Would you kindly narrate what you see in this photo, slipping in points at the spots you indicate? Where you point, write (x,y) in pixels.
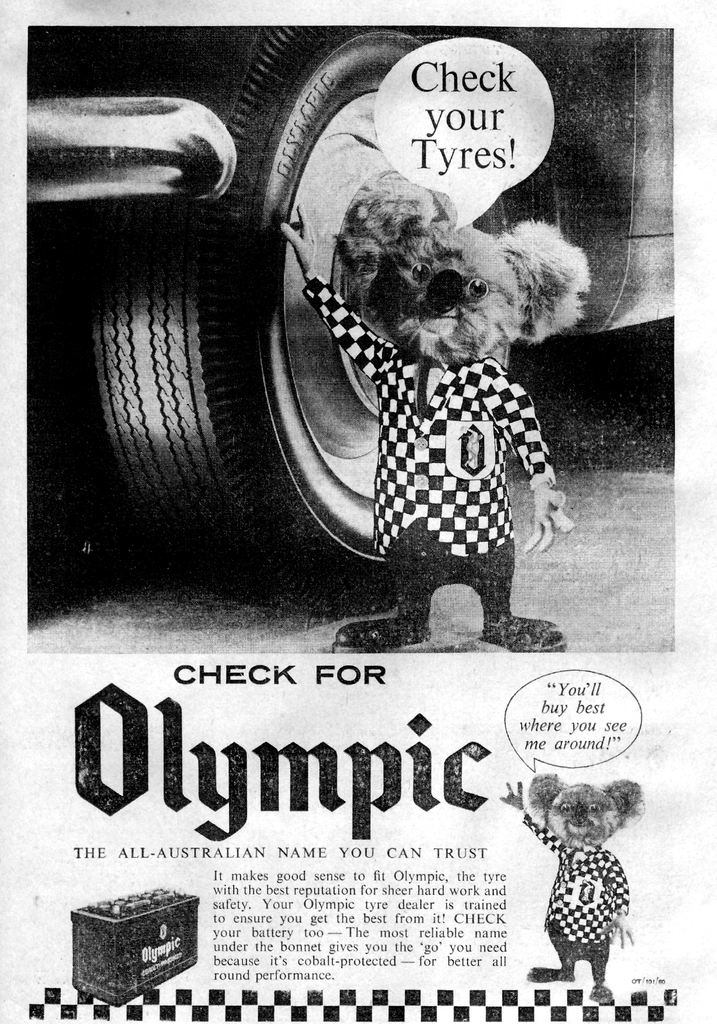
In this image we can see a black and white picture of a car (211,278) parked on the road (222,607), a doll (392,424) placed on the ground (516,590). In the background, we can see some text (236,833) and a box (135,951).
